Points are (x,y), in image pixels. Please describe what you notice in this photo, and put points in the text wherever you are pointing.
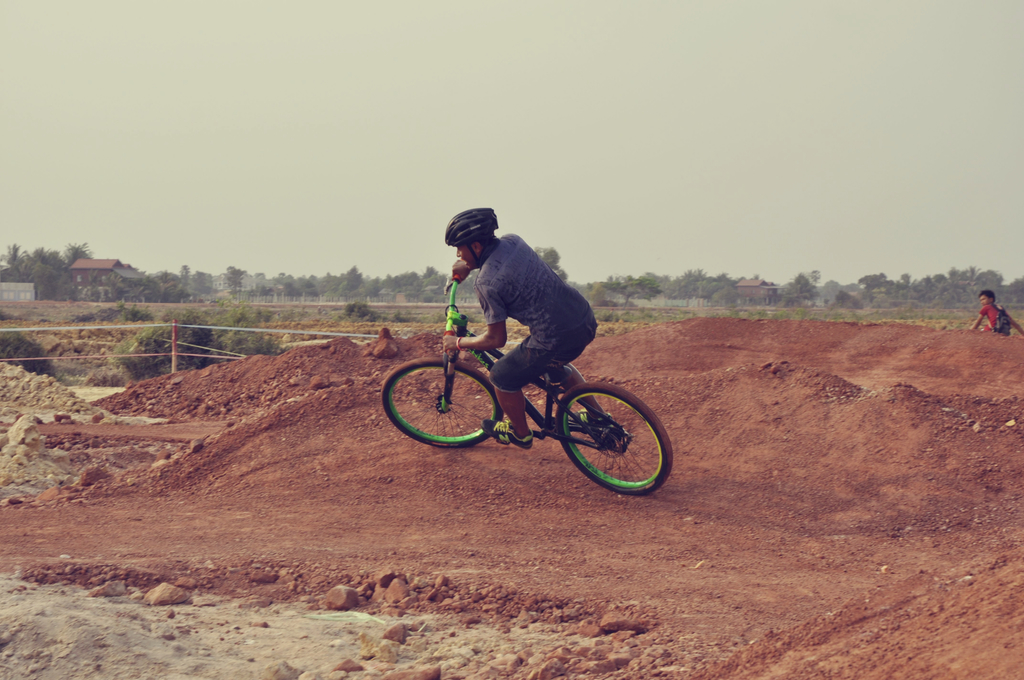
As we can see in the image there is a sky (287,142), building (107,284), trees (349,282) and a man (503,282) riding bicycle (500,413).
